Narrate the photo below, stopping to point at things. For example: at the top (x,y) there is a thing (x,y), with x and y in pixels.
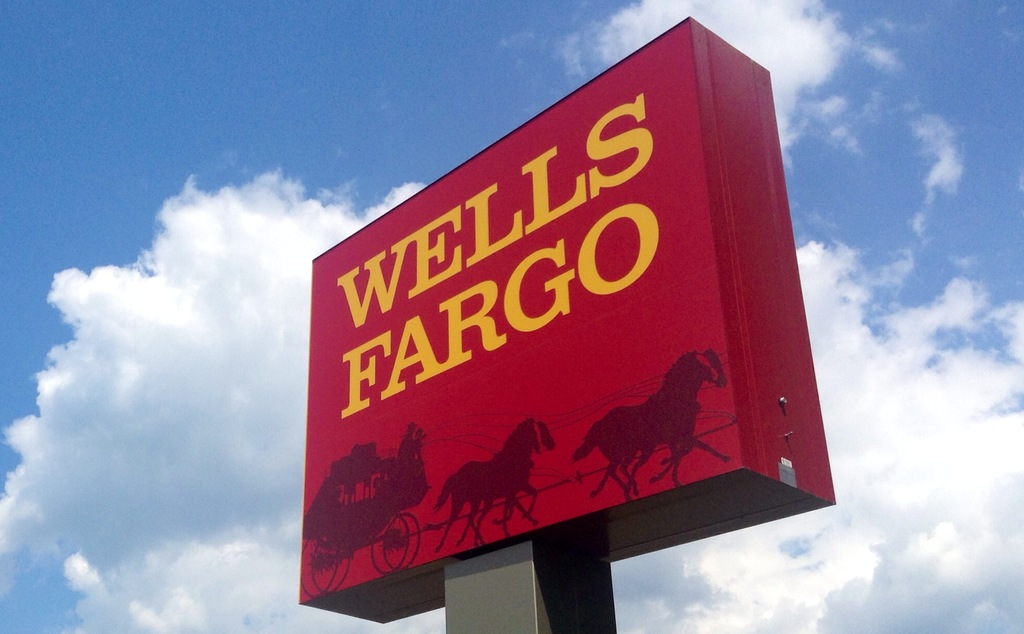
In this image there is the sky (178,354), there are clouds (179,352) in the sky (192,527), there is a board (522,475) truncated towards the bottom of the image (523,498), there is text (480,245) on the board (581,217), there is a tonga (372,541) on the board (506,476), there are horses (677,394) on the board (594,436).
